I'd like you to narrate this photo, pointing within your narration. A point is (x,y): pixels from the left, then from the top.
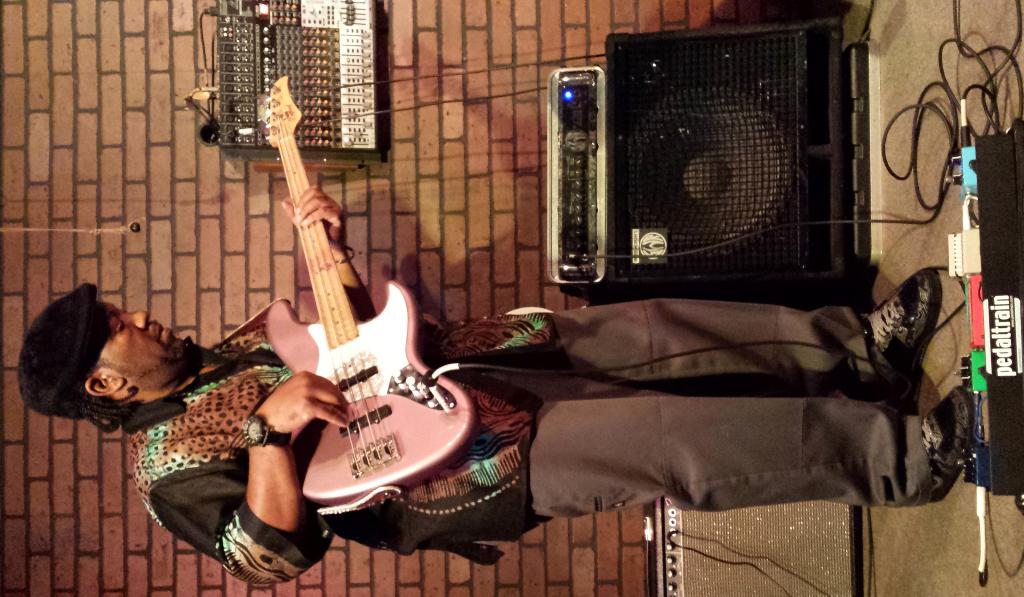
In this picture we can see a man (577,430) is standing and playing a guitar (407,446), we can see an amplifier (567,169), a speaker (733,160) and some wires (951,158) on the right side (834,180), there is an audio controller (305,88) in the middle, in the background (198,254) there is a wall (186,244).
